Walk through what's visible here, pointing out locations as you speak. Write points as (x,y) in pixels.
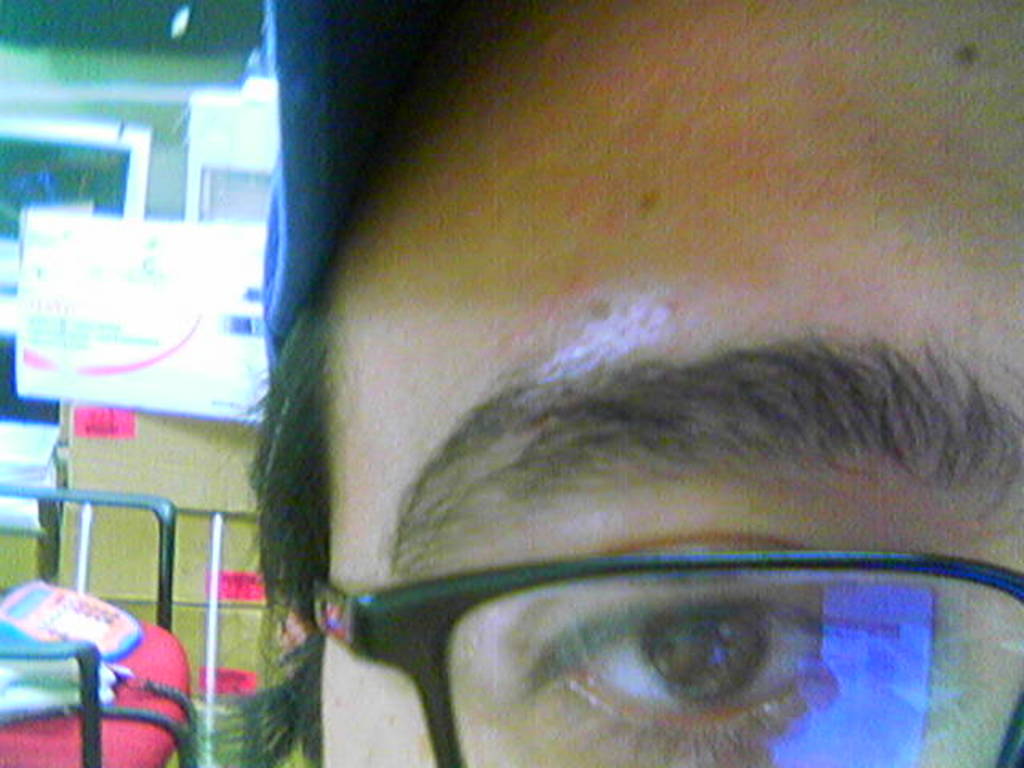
In this picture we can see a person (714,492), a person (640,590) wore spectacles (472,574) and a cap (369,104), in the background (182,521) there are some cardboard boxes (196,507), we can see a board (171,340) here, there is a chair (145,716) at the left bottom (99,723).
